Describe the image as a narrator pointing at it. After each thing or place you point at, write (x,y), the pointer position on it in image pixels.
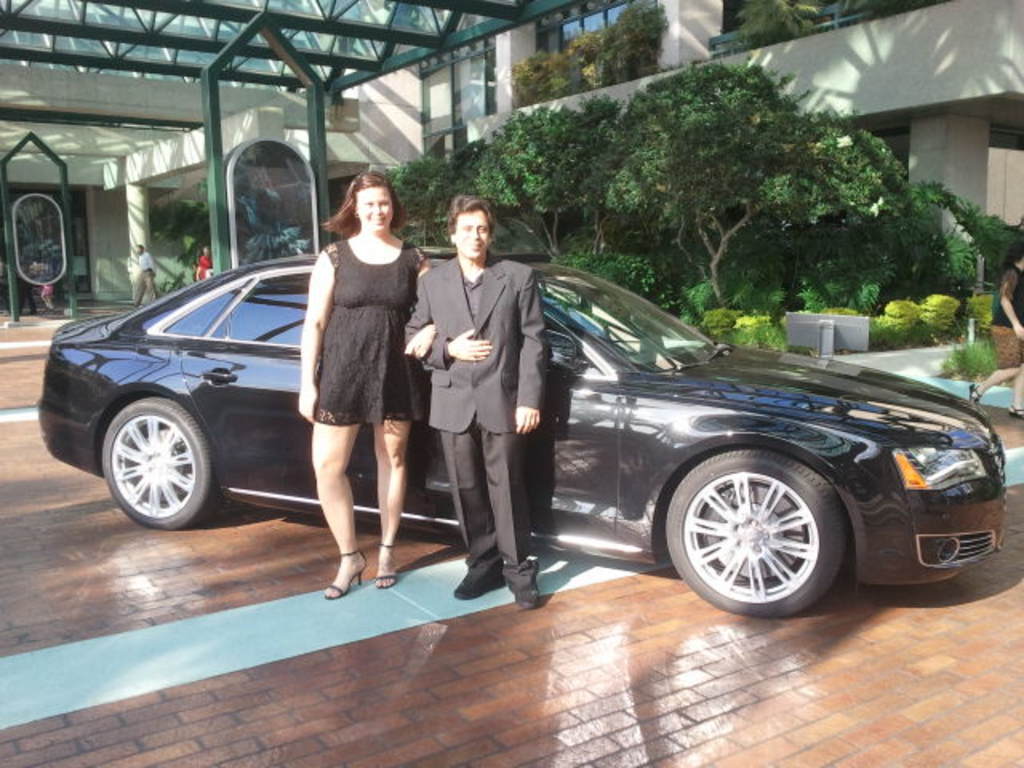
There is a man (459,300) and a woman (309,414) standing besides a car (675,518). Here we can see plants (780,311), trees (763,272), pillars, and few persons (42,282). In the background (299,108) there is a building (892,111).
